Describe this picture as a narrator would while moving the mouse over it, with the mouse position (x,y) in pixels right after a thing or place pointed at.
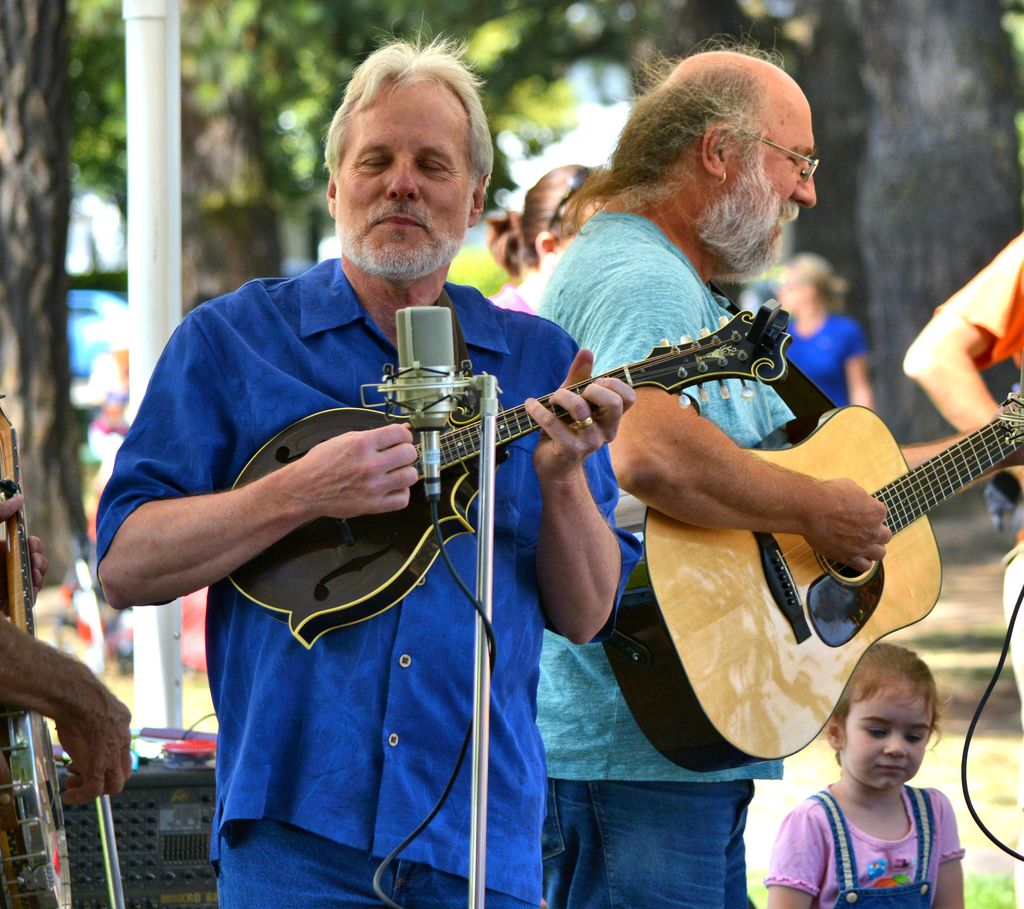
In this image there are group of people (627,765), two people (658,782) are standing and playing guitar (637,663) and at the right side of the image (896,745) there is a girl (895,728) and at the left side of the image (44,98) there are trees (59,100), in the bottom (164,837) there is a device (147,813), in the front (396,378) there is a microphone (431,353).
